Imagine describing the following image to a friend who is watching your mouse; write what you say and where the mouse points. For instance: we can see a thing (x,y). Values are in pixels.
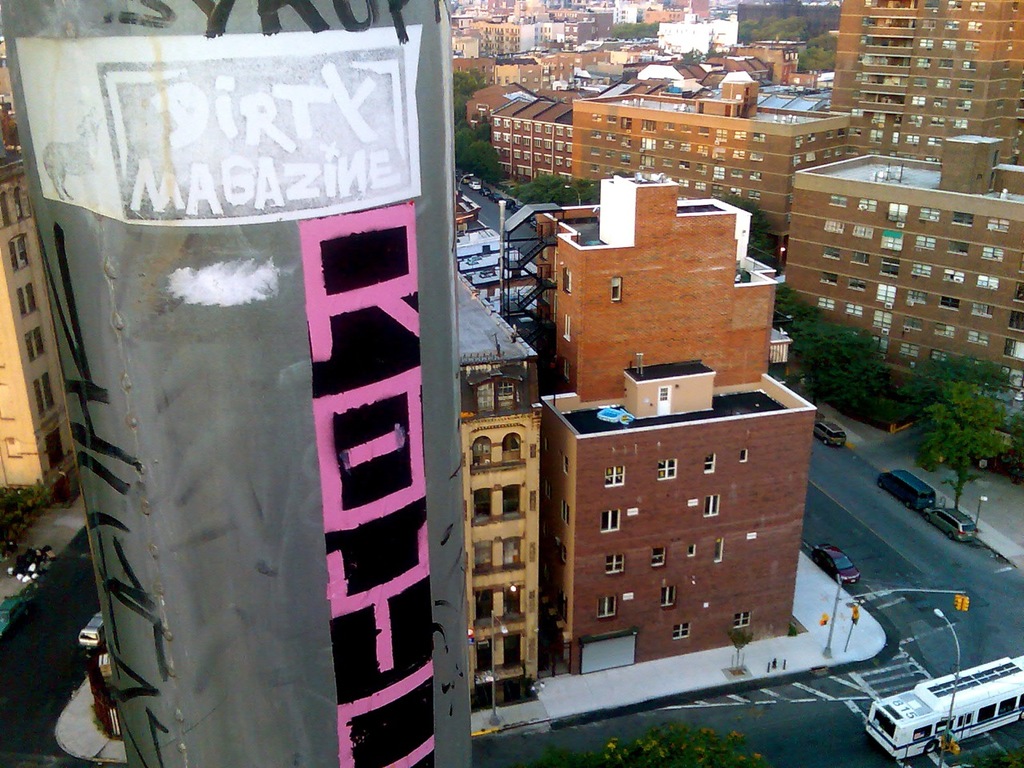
In this picture I can see vehicles (1018,662) on the road (870,672), there are poles (948,618), lights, there are buildings (680,274) and trees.
